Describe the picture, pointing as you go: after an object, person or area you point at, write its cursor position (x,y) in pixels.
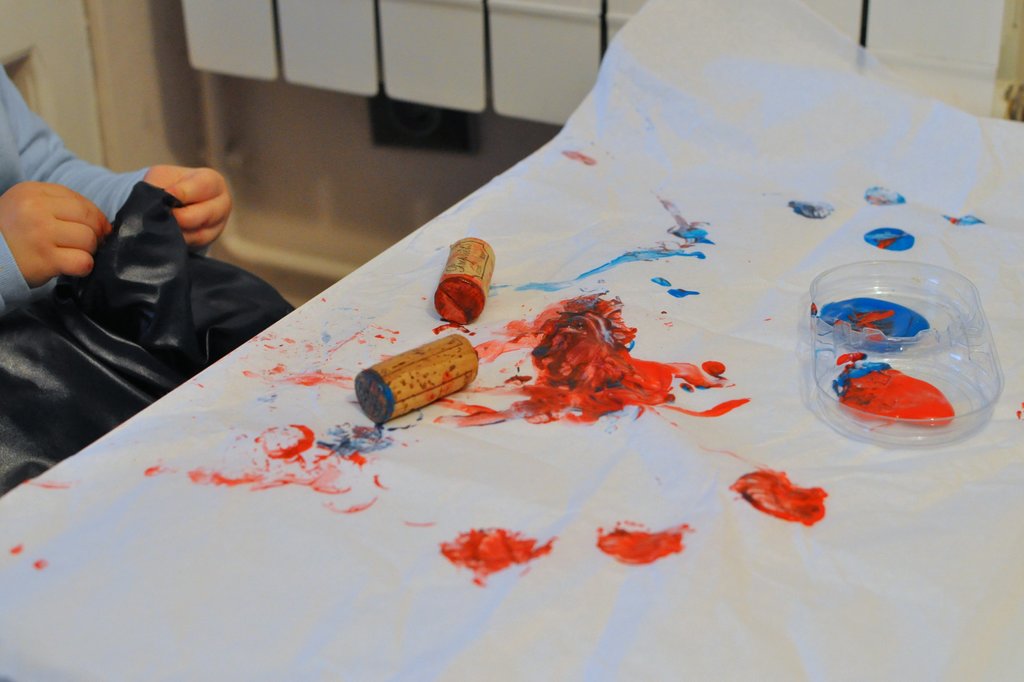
In this image, I can see a white cloth (675,225) with plate (946,391) and objects (441,344) on it. It looks like a painting (626,375) on a cloth (699,441). On the left side of the image (40,246), I can see a person's hands (43,226). At the top of the image (472,60), It looks like an object (493,41).
